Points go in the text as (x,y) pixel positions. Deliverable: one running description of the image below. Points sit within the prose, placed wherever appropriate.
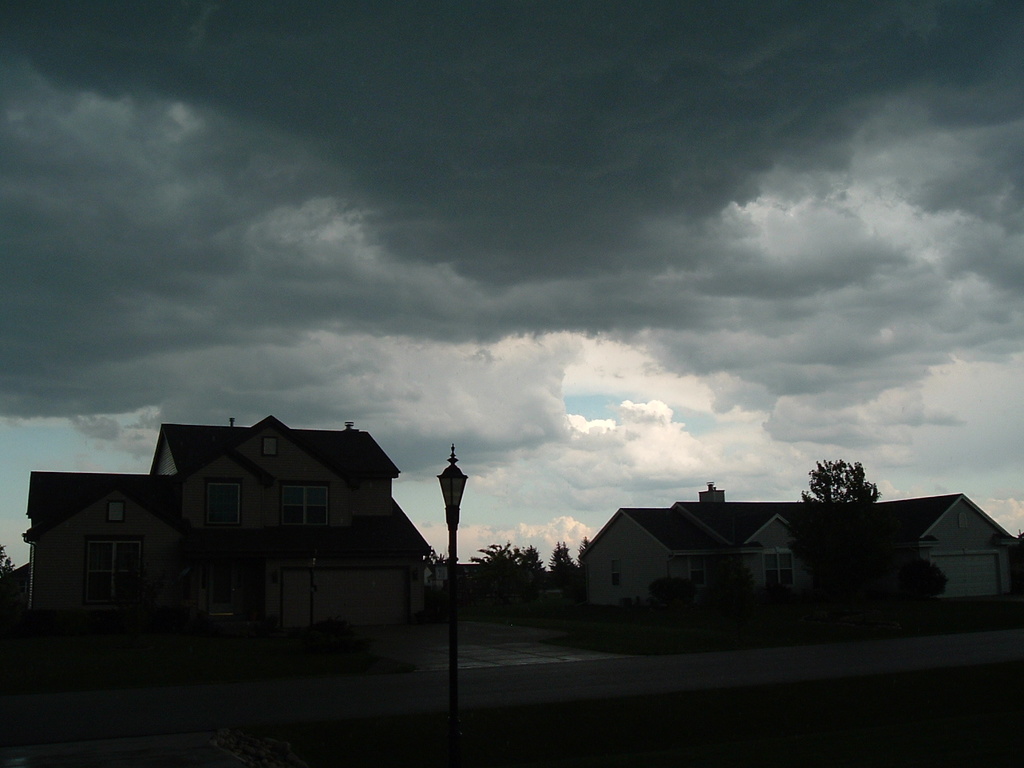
At the bottom of the picture (22,718) we can see road (501,670) and a street light (450,498). In the middle of the picture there are trees (522,587) and buildings (929,507). At the top (352,131) it is sky (242,239).
